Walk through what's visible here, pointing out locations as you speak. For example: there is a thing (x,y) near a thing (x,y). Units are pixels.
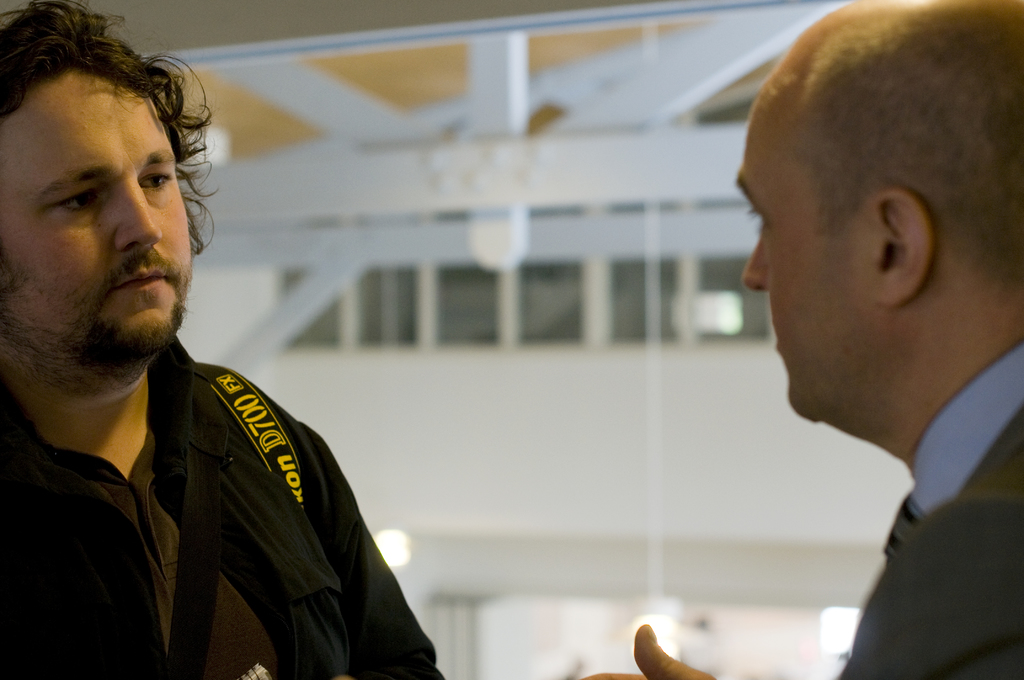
In the picture we can see a two men (184,479) standing in the opposite direction and one man (972,122) is talking to another man (80,255) and in the background (528,552), we can see a wall (820,449) with some windows (412,332) and glasses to it and we can also see some lights (659,626).
